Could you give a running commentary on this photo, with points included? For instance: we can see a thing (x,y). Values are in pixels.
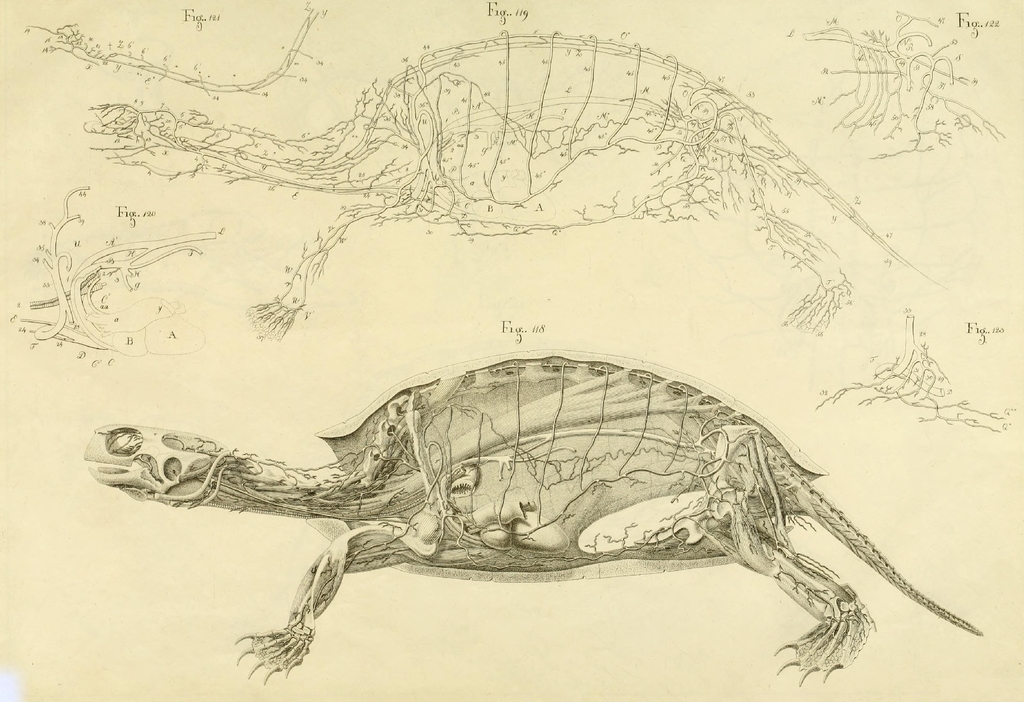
In this image we can see there is a drawing of a turtle (540,445), there are labels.
